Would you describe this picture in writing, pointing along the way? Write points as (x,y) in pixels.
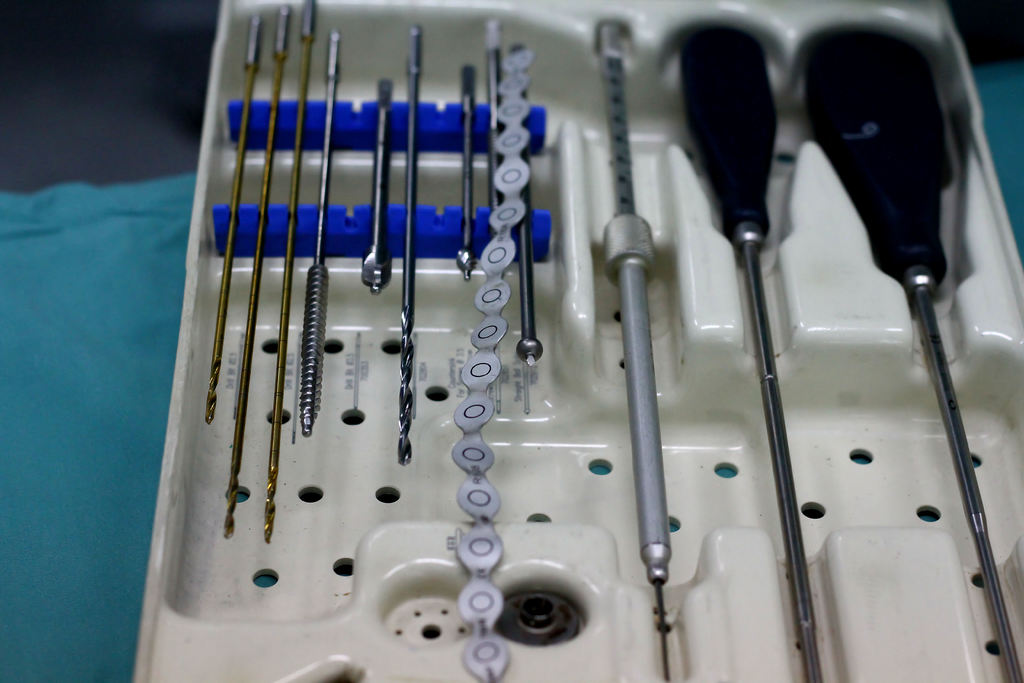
In this image there is a box (917,538), in that box (901,555) there are tools (643,437), under the box (502,424) there is a cloth (60,198).
